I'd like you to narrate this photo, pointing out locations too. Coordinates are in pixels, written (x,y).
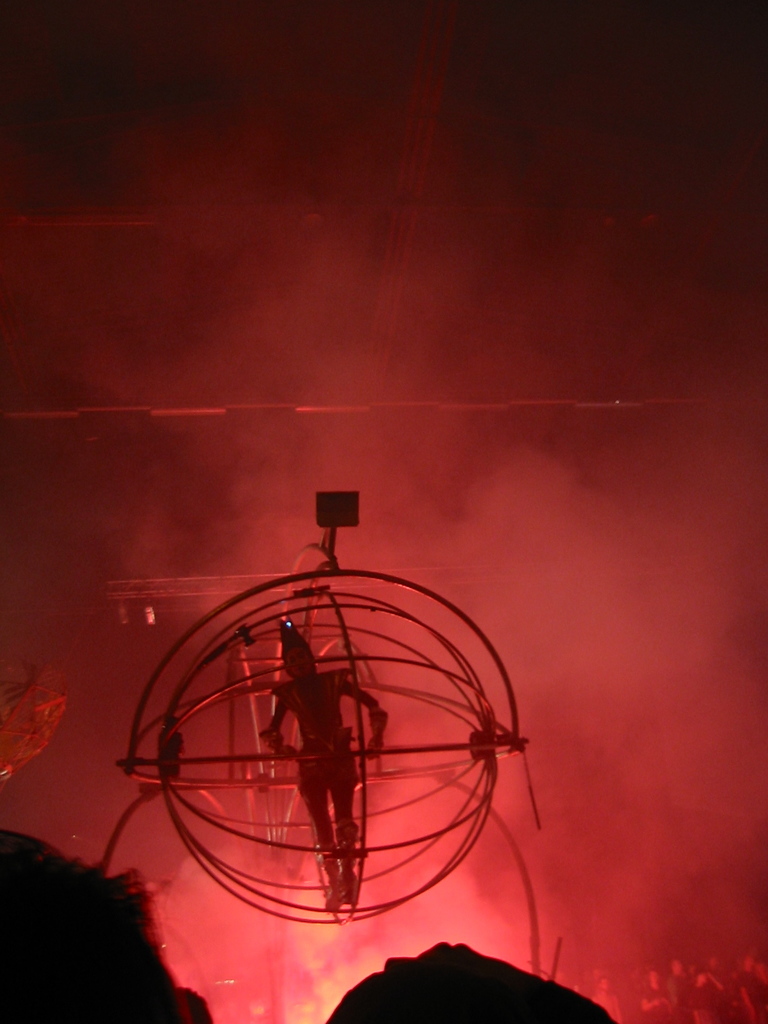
In this image I can see a person (291,660) is performing the circus in a ball shaped thing (453,782), at the bottom (715,967) few people (592,1008) are observing thing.
